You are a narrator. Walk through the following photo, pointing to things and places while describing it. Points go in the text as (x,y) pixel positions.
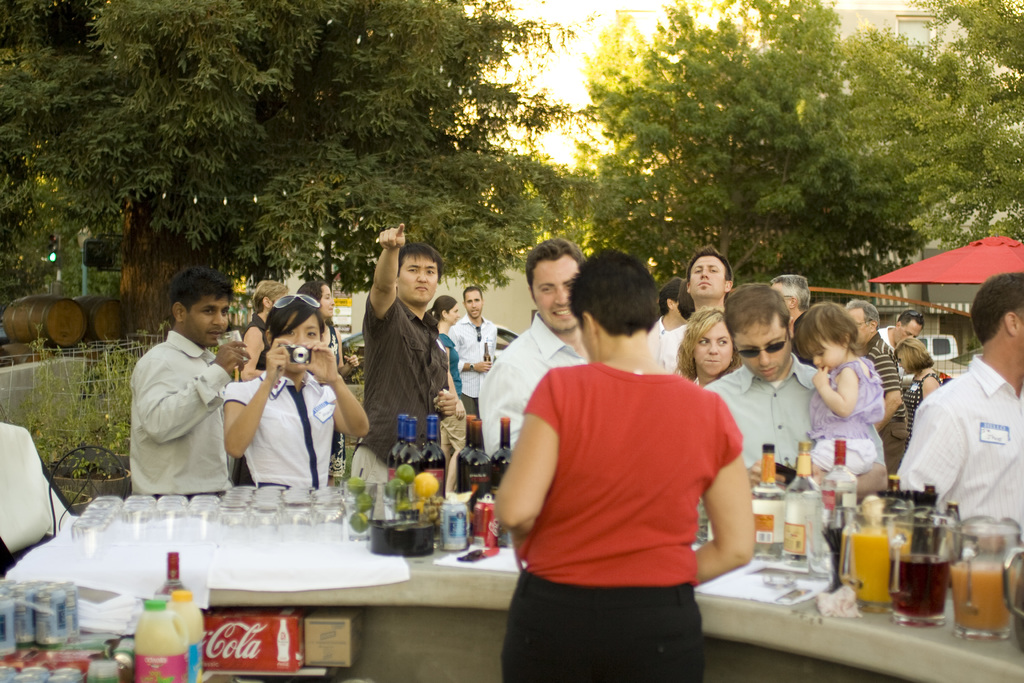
This picture shows a group of people (684,383) standing and a woman (297,414) holding a camera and taking a picture and we see other women (538,493) standing and serving and we see few glasses (331,511), bottles (465,459) on the table (294,583) and we see trees (516,122) around.
